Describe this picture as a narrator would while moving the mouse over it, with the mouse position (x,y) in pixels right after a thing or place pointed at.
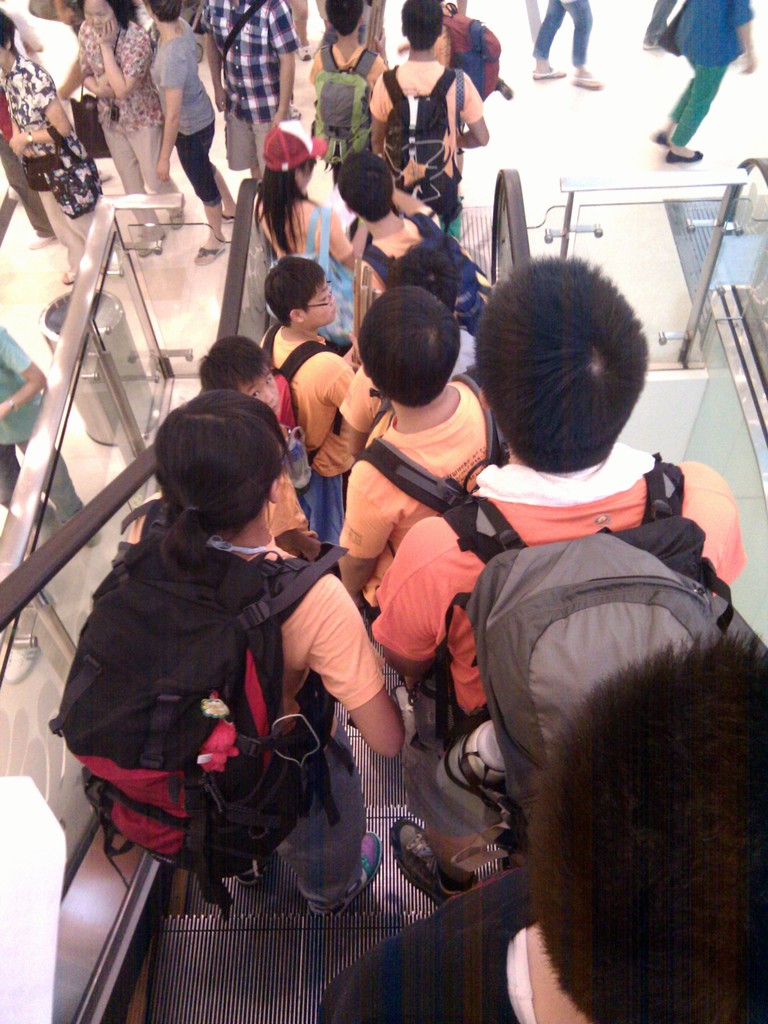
In this image we can see people (298,497) standing on escalator (332,926). Some are wearing bags (143,628). At the top (186,54) there are few people (698,50) standing. Near to the escalator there is a bin (59,327).
